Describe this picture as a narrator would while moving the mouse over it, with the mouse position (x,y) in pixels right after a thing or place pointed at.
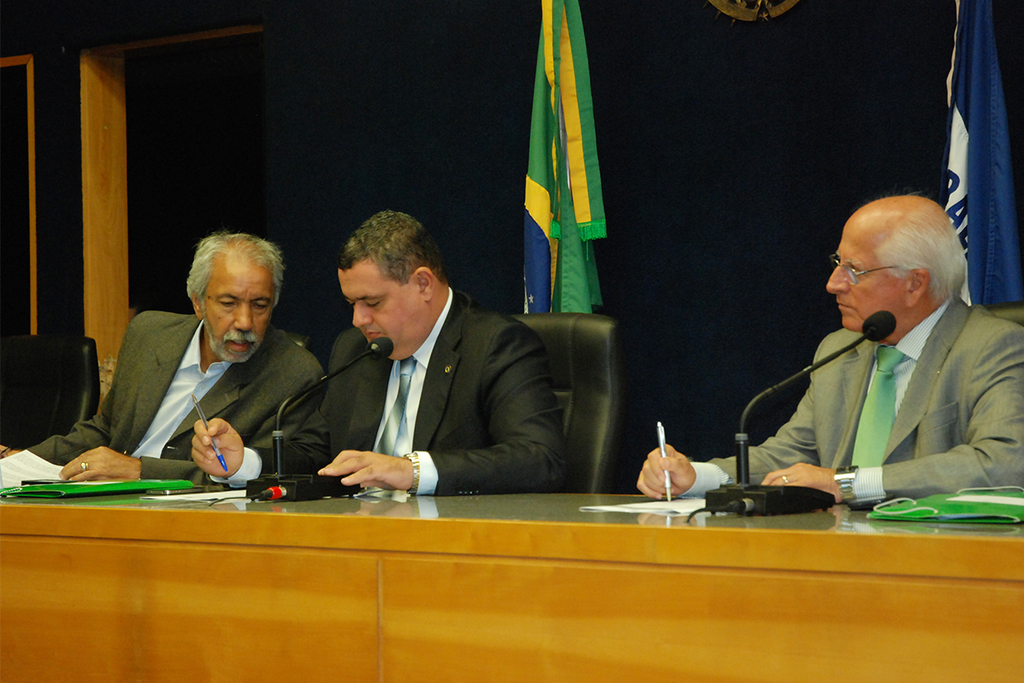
This picture might be taken inside the room (537,574). In this image, we can see three men (541,420) are sitting on the chair (600,459) in front of the table (309,512), on that table (292,517), we can also see a microphone (790,503), some books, papers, pen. In the background (560,188), we can also see some flags (980,125), door (205,205).
